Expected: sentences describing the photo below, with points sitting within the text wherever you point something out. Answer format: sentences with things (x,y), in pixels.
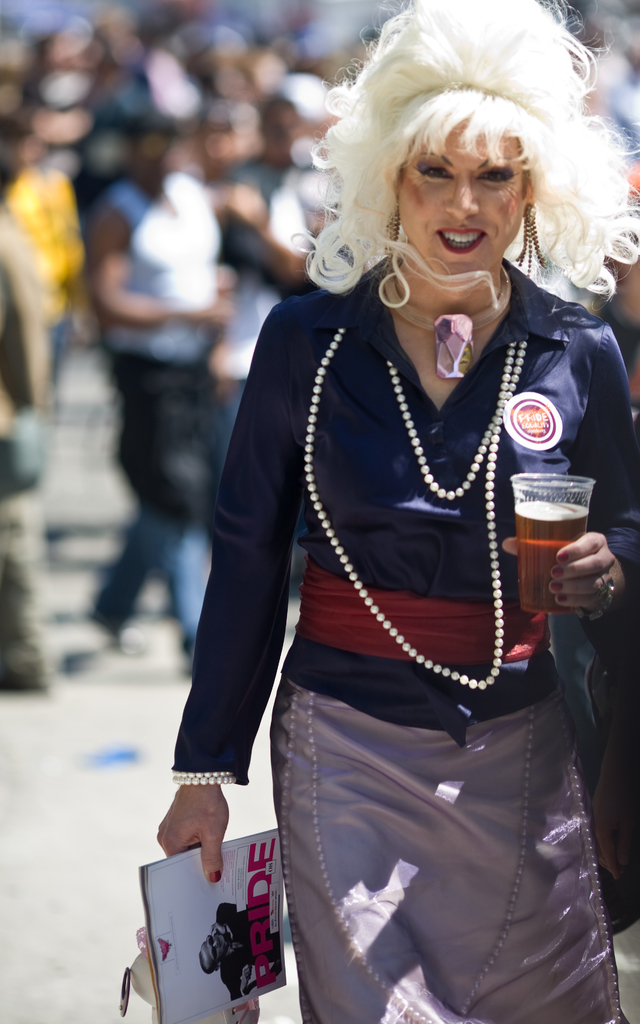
In this image in the foreground (378,513) there is one woman (384,404) who is holding glass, and some books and she is wearing some costumes (364,454). In the background (200,268) there are a group of people (157,298), at the bottom (120,724) there is a walkway (100,765).
